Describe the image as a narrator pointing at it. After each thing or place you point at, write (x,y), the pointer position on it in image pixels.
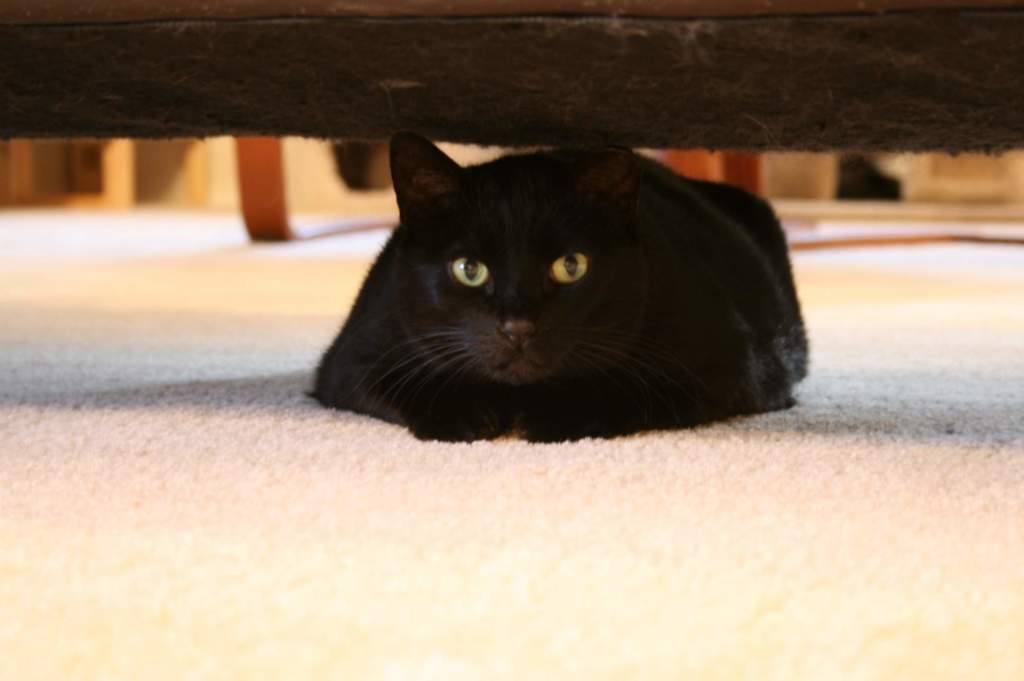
In this image we can see a cat (432,185). At the top of the image (289,64) there is a black object (377,111). The background of the image (981,169) is blur. At the bottom of the image (537,479) there is a white surface (621,547).
